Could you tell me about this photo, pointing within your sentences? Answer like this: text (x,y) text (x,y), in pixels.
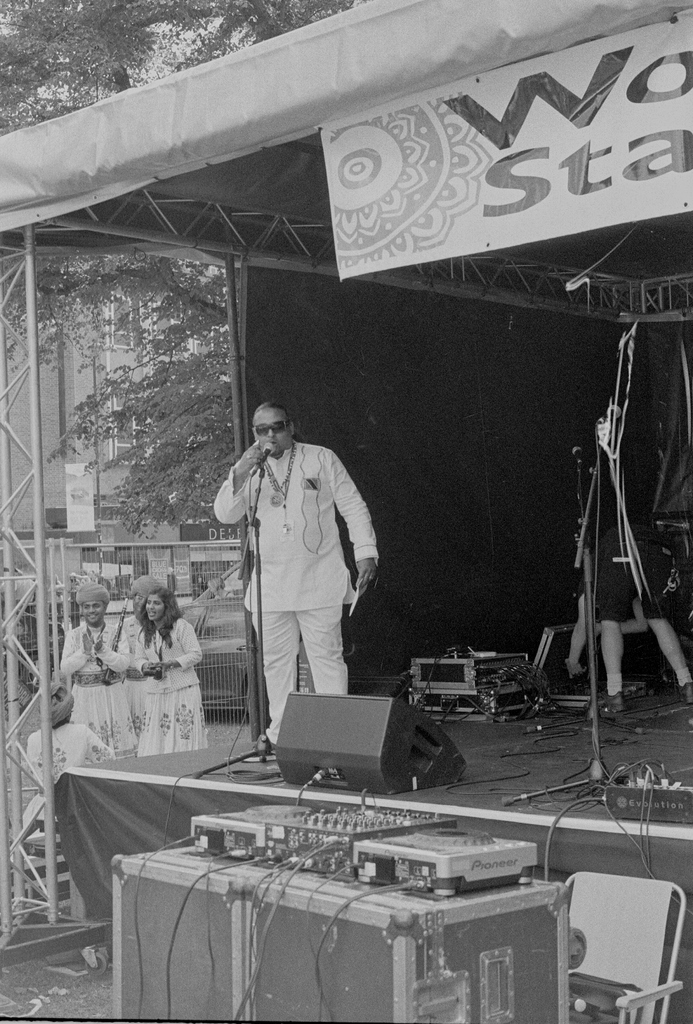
In this picture i can see a man (269,498) is standing on a stage (254,397) in front of a microphone (257,504). On the left side (147,702) i can see people (126,696) and trees (161,413). On the stage (542,829) i can see some objects (480,711). In the front of the image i can see some machines (380,884). On the right corner of the image (630,975) i can see a chair (624,931).
